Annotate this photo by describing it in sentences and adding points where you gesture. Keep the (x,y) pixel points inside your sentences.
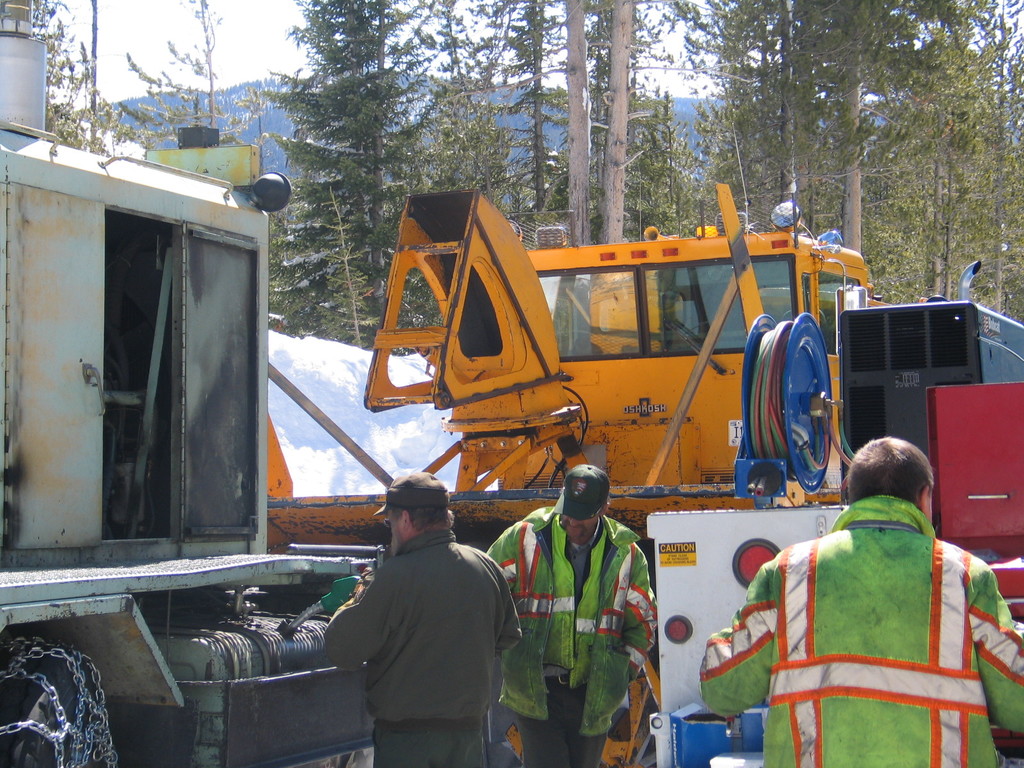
In this image in the front (538,558) there are group of persons (527,603) standing. In the center (593,455) there are vehicles (589,443). In the background (962,128) there are trees (859,124).
